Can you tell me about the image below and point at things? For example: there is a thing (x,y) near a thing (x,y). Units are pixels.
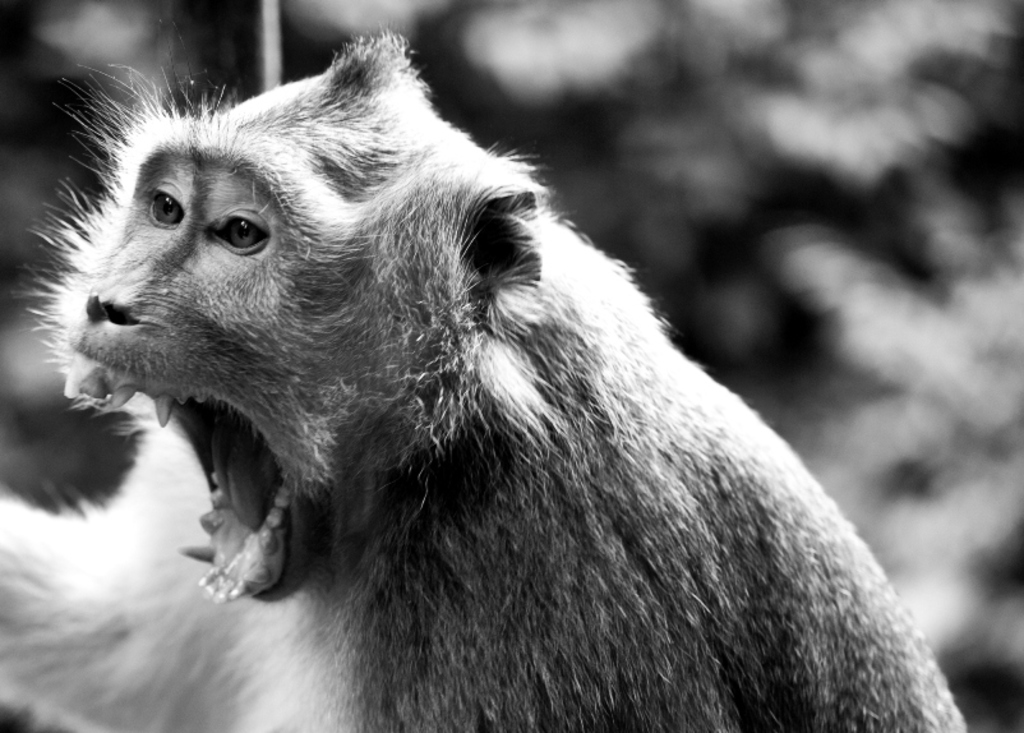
In this image I can see a monkey (425,527) and in the background (946,232) I can see few blurry objects (672,100). I can observe that this is a black and white image.
